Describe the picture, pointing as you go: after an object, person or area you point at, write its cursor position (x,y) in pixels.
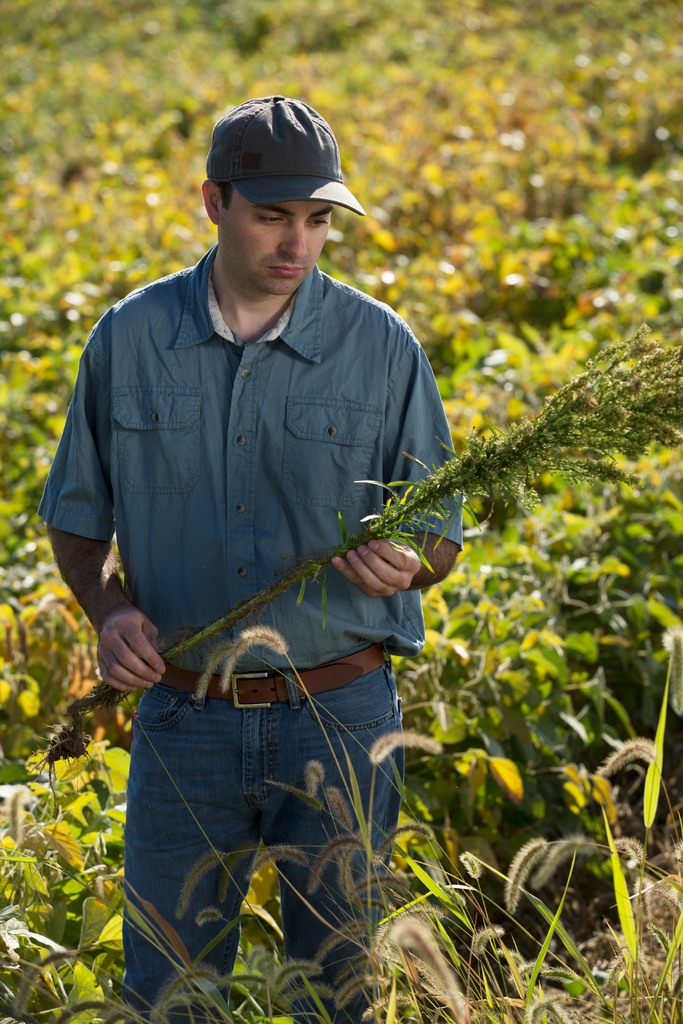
In this image I can see a man (108,680) wearing a cap (217,156). In the background (488,104) I can see a ground (53,209) full of plant (509,132). I can see he is holding a plant (647,356).
